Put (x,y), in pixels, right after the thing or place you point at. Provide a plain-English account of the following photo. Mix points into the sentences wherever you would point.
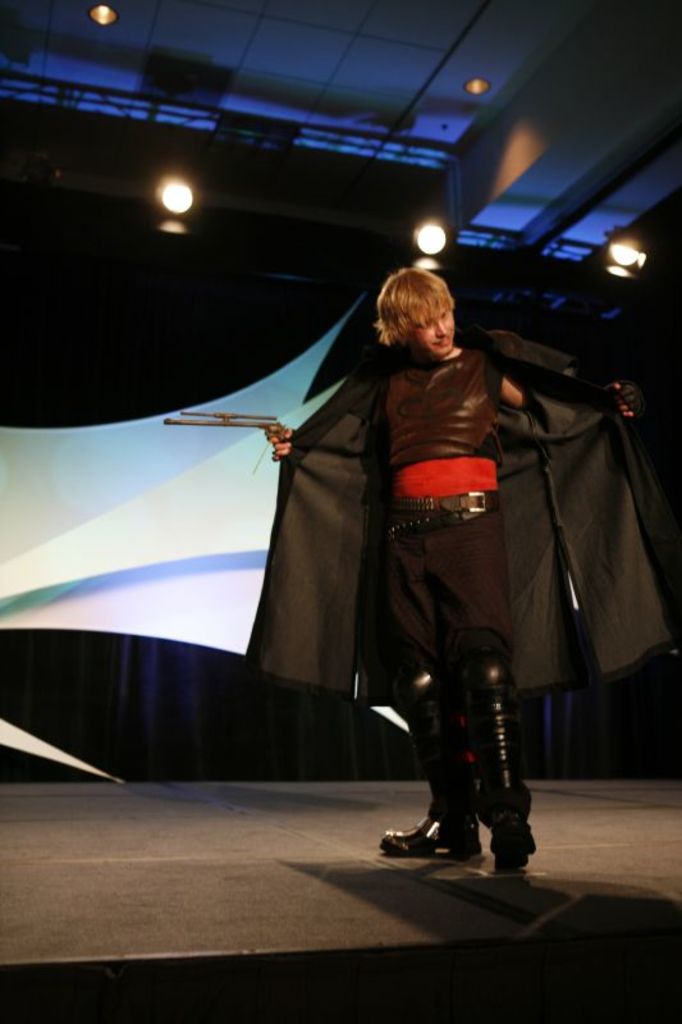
As we can see in the image there is a banner (151,521), lights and a man (421,402) wearing black color dress (491,579).
